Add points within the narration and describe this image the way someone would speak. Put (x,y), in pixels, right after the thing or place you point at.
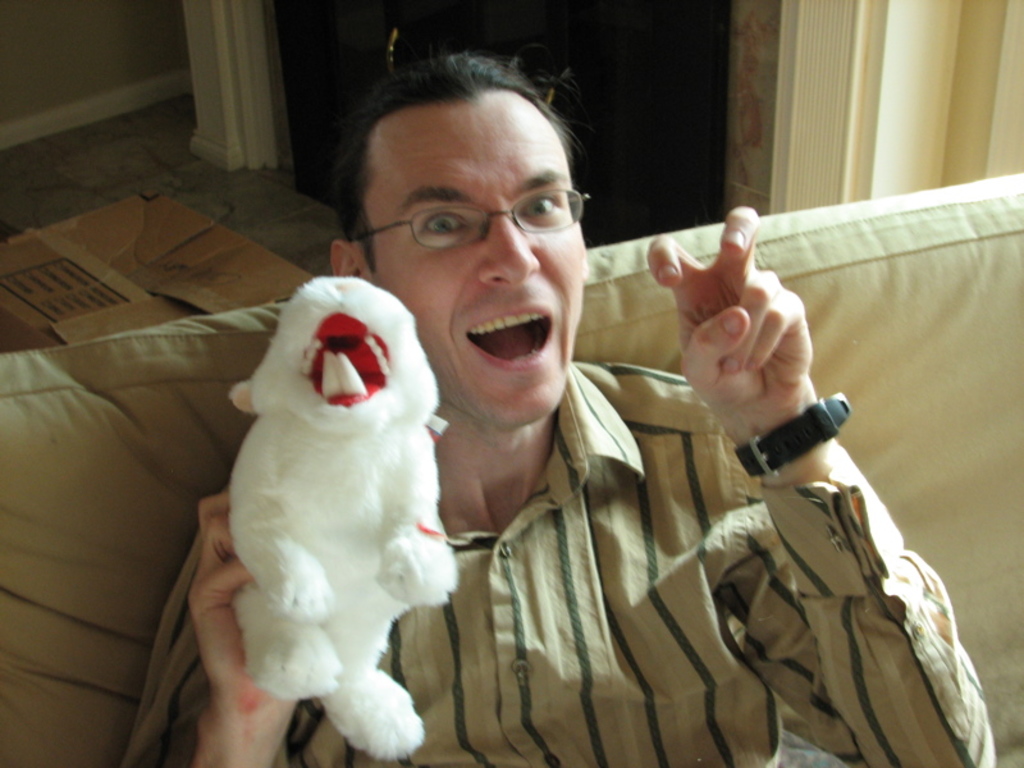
In this image, we can see a man (579,548) sitting on a couch (922,399) and holding a toy (380,488). He opens his mouth (515,347). At the top of the image (250,241), we can see carton box (115,306), floor (233,174), wall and cupboard (358,21) with handles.
